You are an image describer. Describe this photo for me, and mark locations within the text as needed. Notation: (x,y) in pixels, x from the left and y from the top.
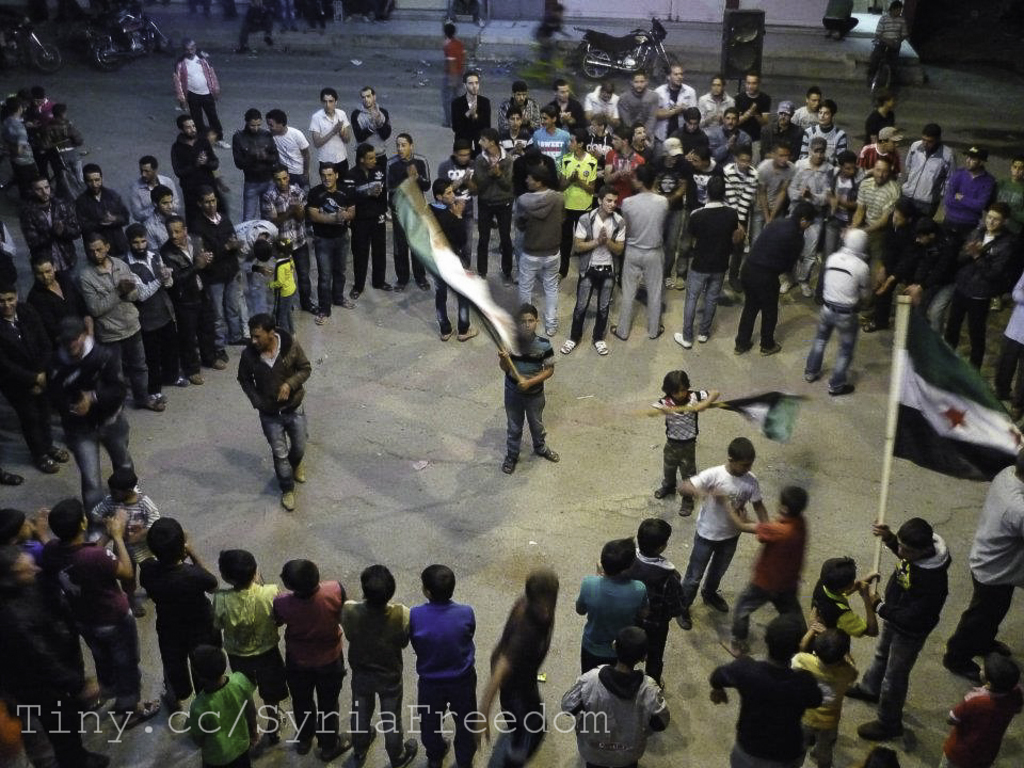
In this picture, we can see group of people (623,273) are standing. On the right side of the image (881,579), we can see a flag (999,445) which is held by a person (893,695). On the left side (103,44), we can also see some bikes (45,60). In the background (636,48), there is a bike (655,47), speaker (724,22) and a person (898,16) is riding a bicycle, staircase (859,72) and a wall (776,13).
